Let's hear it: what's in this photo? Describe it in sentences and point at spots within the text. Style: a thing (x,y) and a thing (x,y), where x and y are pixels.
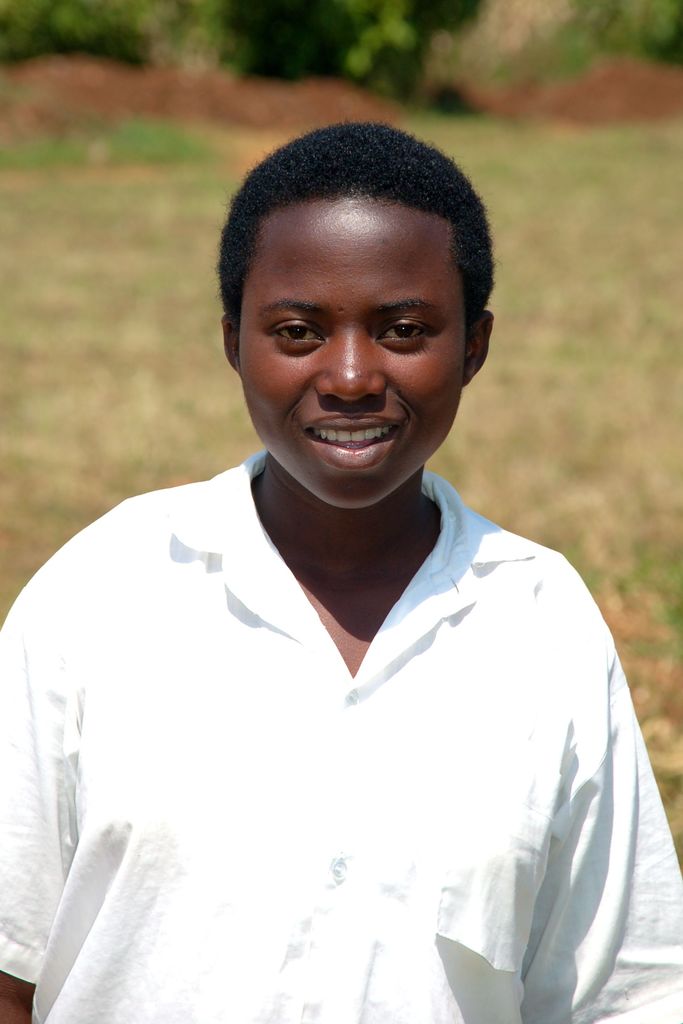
In the foreground of this picture (313,531), there is a person (330,607) standing and having smile (347,435) on their face (368,456). In the background (215,159), there is a grass (138,121) and trees (282,36).
